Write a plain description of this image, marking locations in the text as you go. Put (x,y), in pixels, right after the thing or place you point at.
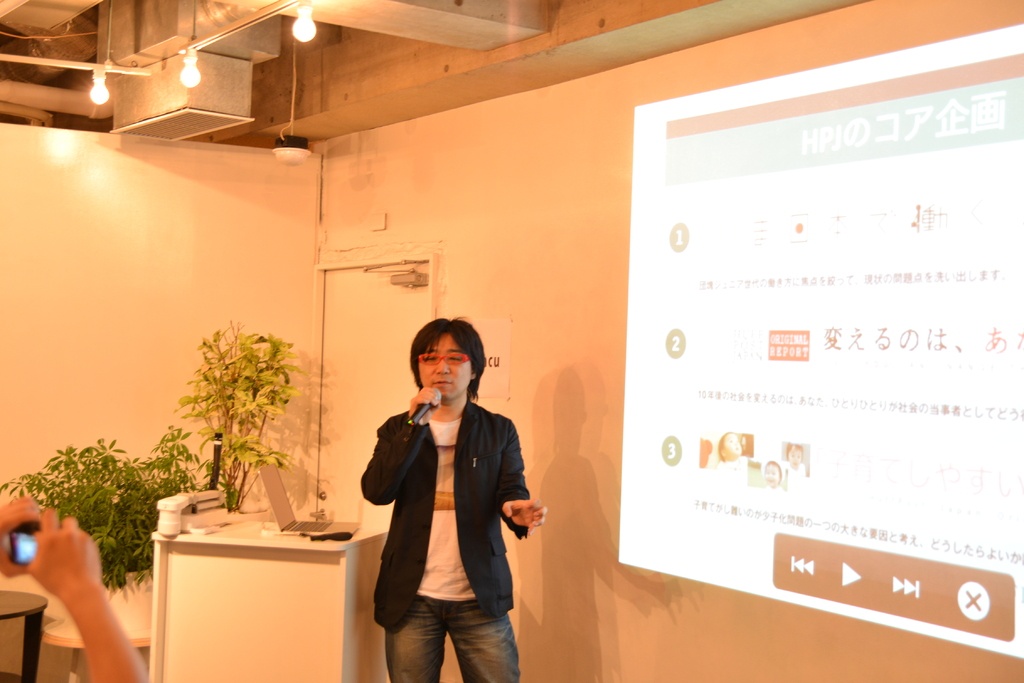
In this image, we can see a person (443,452) is holding a microphone (416,422) and wearing glasses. He is talking. Background (510,313) there is a wall (527,350), door (401,351), few plants (225,390), table (304,571). Few things (161,528) are placed on the table (222,532). Here there is a screen (785,435). Top of the image (306,9), we can see lights (196,80). Left side (110,634) bottom, we can see a human hands (50,575) with camera (23,545), few tables (58,643).
